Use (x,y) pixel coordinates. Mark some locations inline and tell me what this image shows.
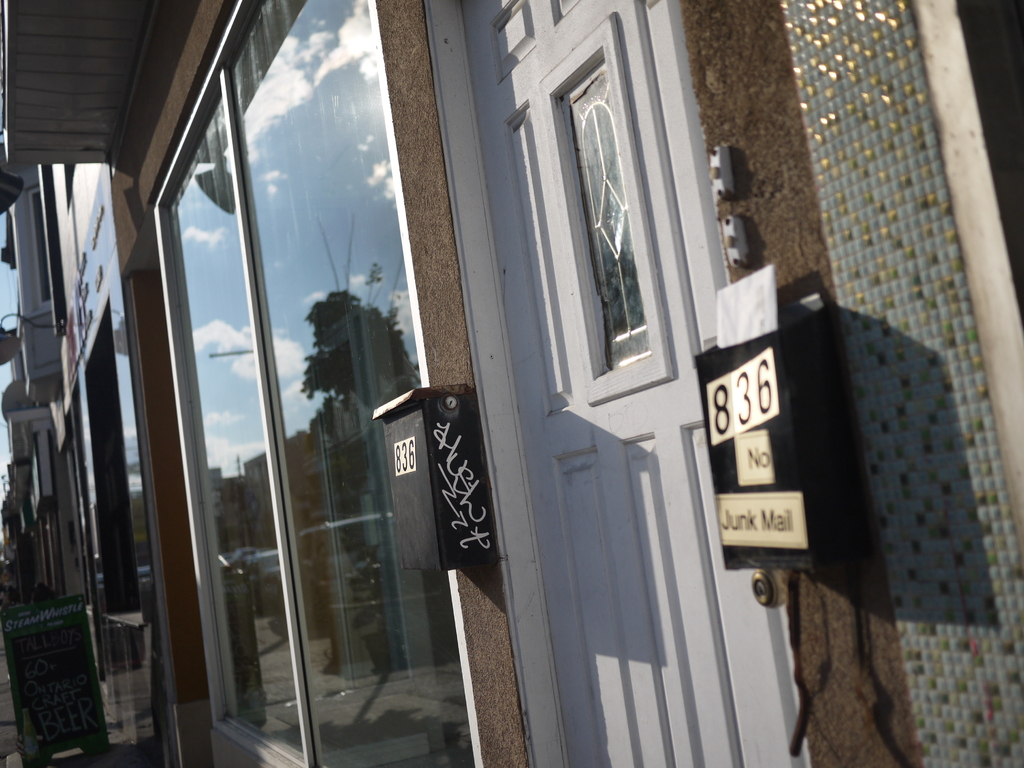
This image consists of buildings (763,195). In the front (637,179), we can see a door (778,603) in white color. And it looks like letter box (852,531). The windows (278,563) are made up of glass (332,623). At the bottom (115,765), there is a pavement (104,755). And we can see a board (61,721) on the pavement (131,752).
